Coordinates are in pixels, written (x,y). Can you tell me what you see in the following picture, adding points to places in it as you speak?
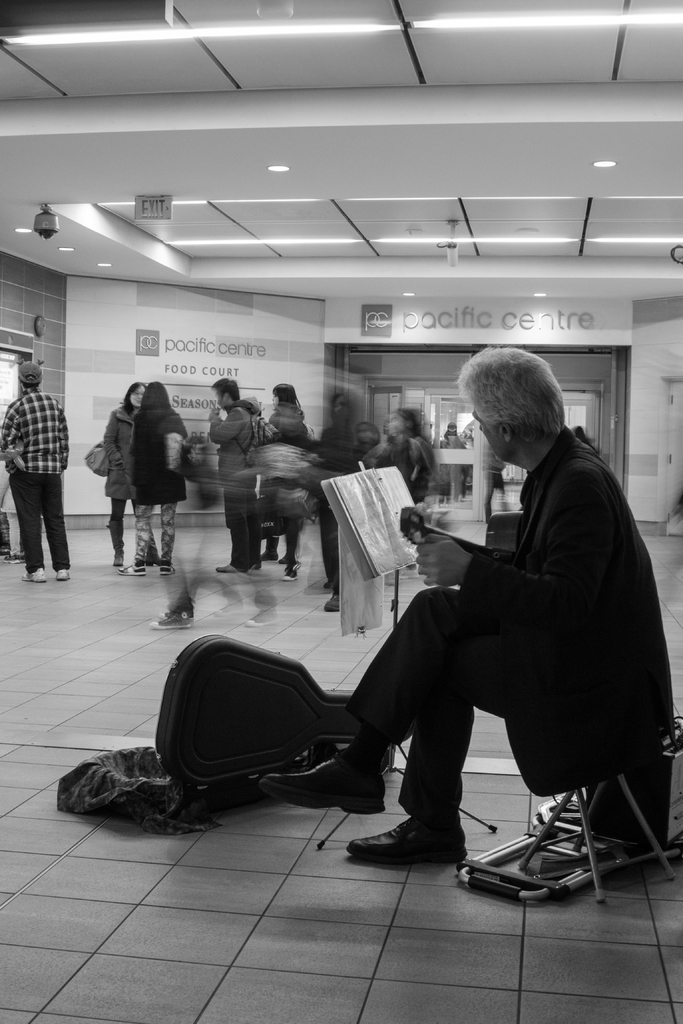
This picture describes about group of people (236,448), few people (292,425) are standing and a man (527,488) is seated, in front of him we can see a guitar bag (178,712), in the background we can find few lights (469,198).
